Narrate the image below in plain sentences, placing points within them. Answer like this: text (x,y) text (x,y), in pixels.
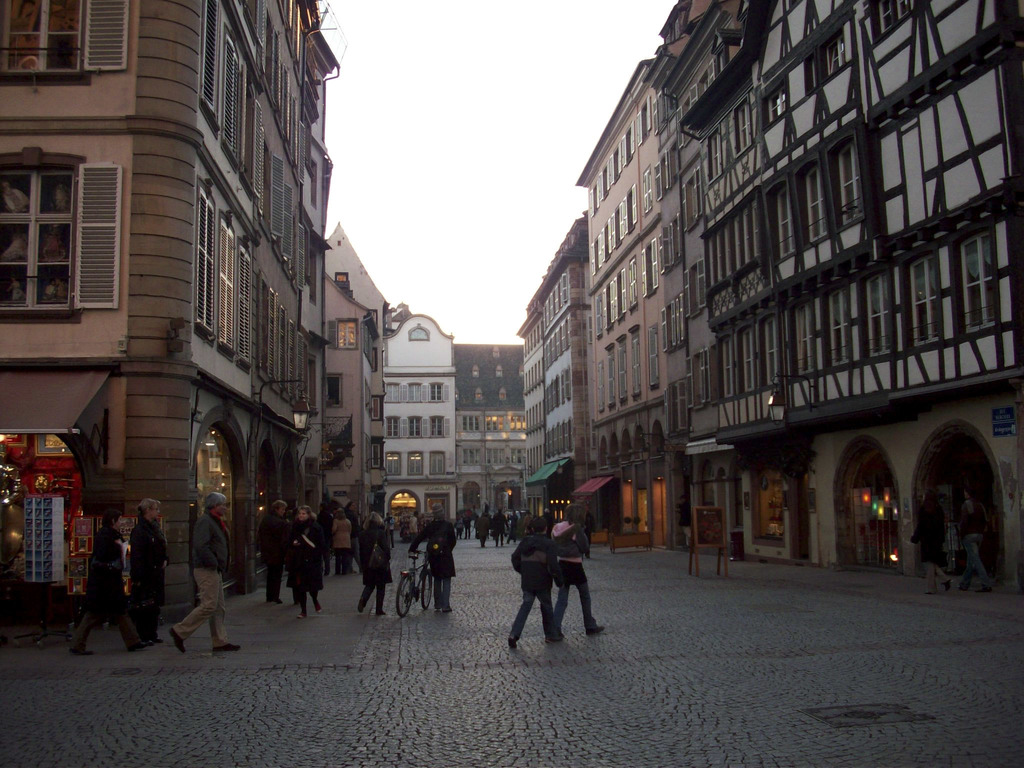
In this image I can see group of people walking on the road (54,686). Background (167,325) I can see few buildings (189,298) in white and brown color and sky (460,121) in white color.
